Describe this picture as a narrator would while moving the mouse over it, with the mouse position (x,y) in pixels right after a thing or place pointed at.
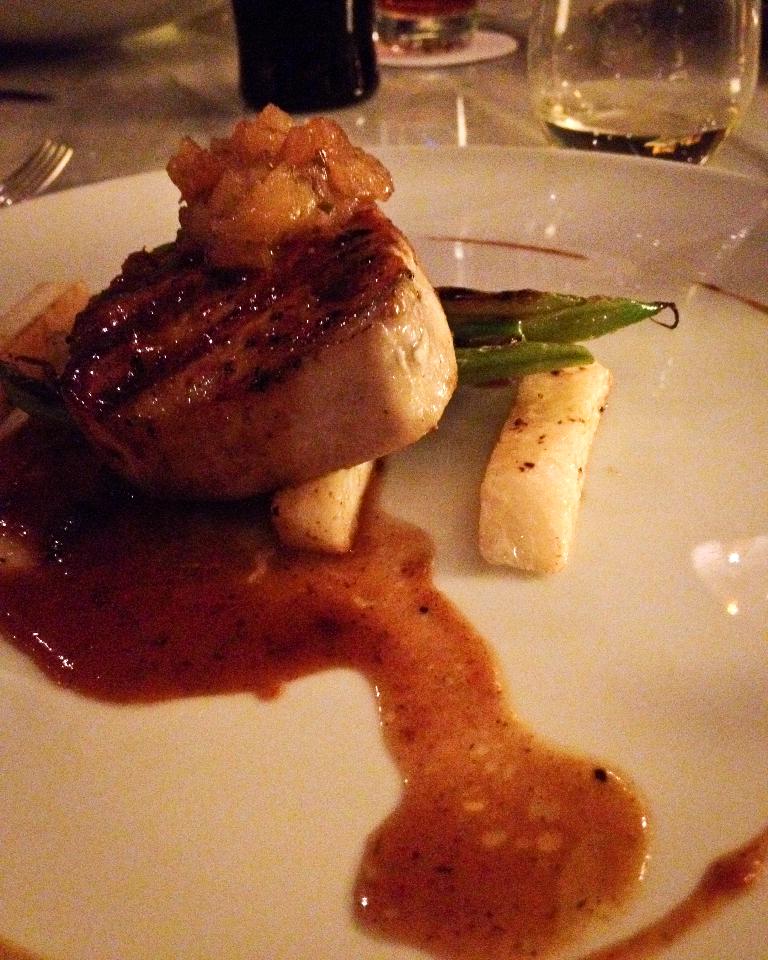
Here I can see a plate (305,792) which consists of some food item (293,451). This plate (440,228) is placed on a table (365,108). Along with this plate (598,257) there is a fork (48,157), glass (620,82) and some other objects (339,29).
